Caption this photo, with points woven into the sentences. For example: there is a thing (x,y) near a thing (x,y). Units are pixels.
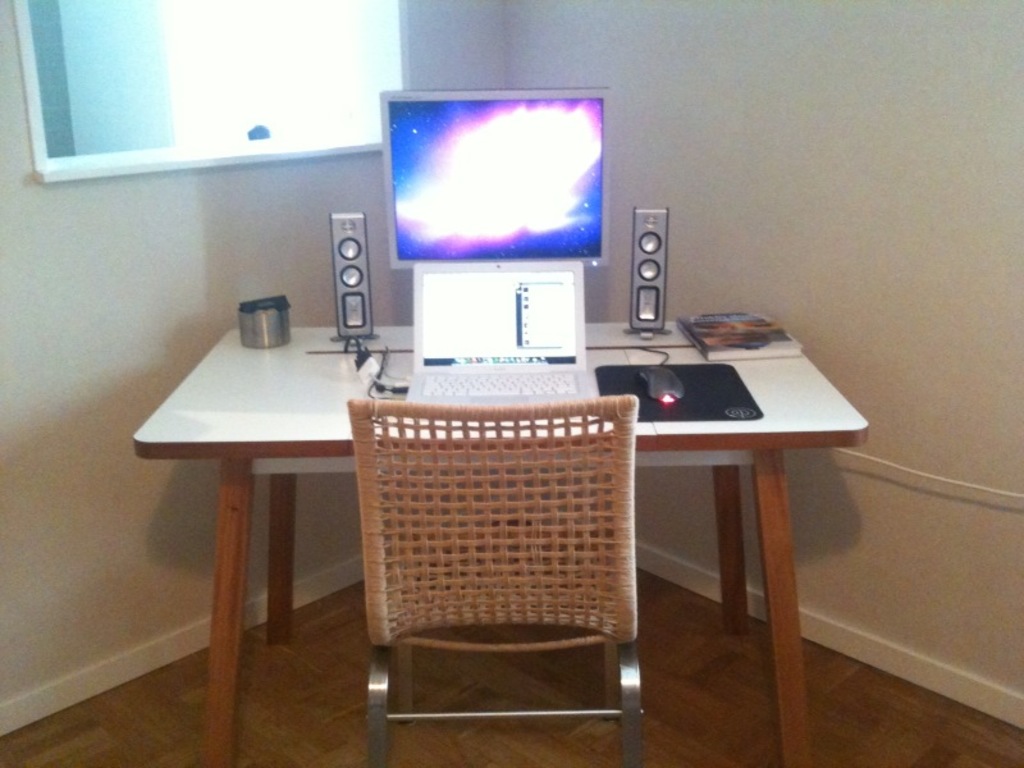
This is an inside view. Here I can see a table (674,434) on which a laptop (507,305), monitor (539,246), speakers (642,282), mouse (667,400), book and some other objects (732,397) are placed. Beside the table (326,465) there is a chair (525,563). In the background (292,43) there is a mirror (258,49) attached to the wall (893,112).
